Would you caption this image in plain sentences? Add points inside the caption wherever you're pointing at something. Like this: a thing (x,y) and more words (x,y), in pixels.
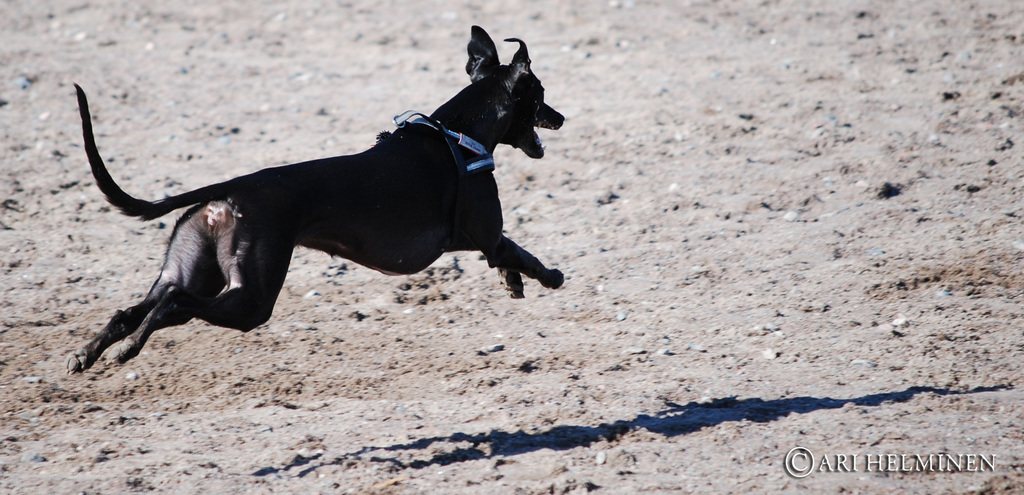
This image consists of a dog (126,311) in black color. It is running on the ground (670,377). At the bottom (470,422), we can see the ground (507,322). The dog (266,264) is in the air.
